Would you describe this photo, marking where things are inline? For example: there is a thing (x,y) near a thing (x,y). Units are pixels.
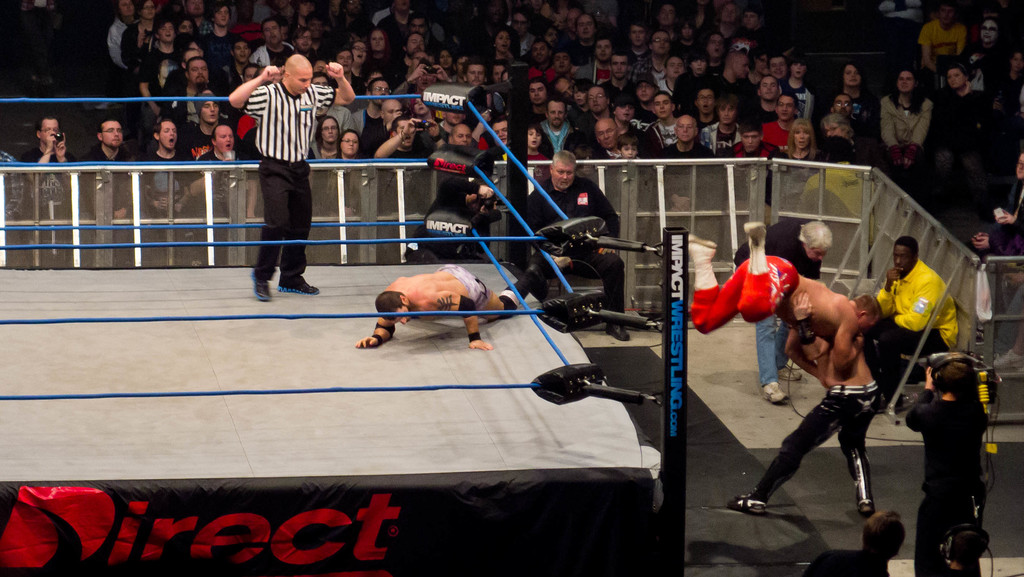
On the left side of this image (289,113) I can see a person (288,277) standing on the boxing ring (170,302) and one more person (415,292) is lying on it. On the right side (843,368) two men (832,380) are fighting on the ground (747,430) and a person (937,418) is holding a camera (979,362) in the hands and standing. In the background (677,179) there is a fencing (799,192). At the back of that I can see many people (708,113) are looking at these men (819,318).
